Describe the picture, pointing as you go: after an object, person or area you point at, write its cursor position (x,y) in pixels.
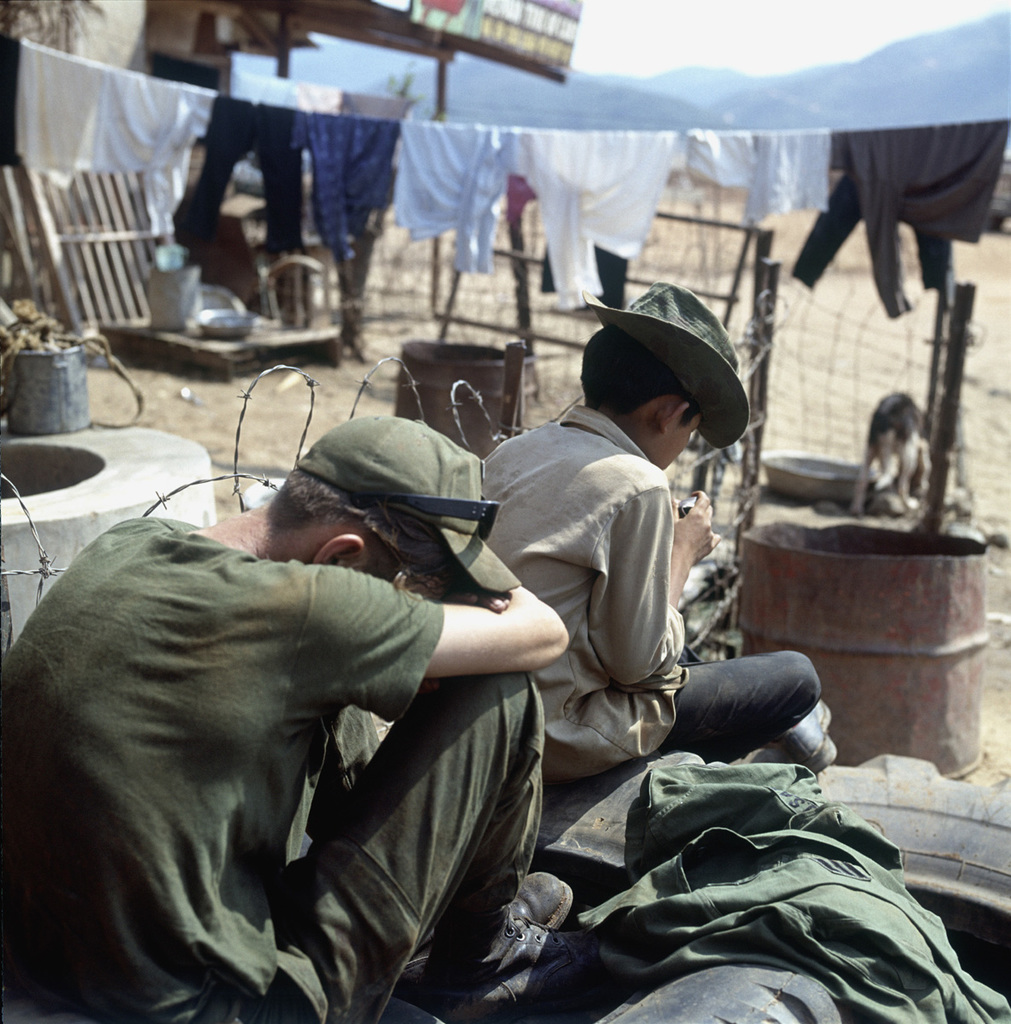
In this image there are two persons (582,533) wearing hats (450,477) in the middle (651,364) and clothes (956,194) hanging on rope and the fence (523,272) and the wheel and a bucket (83,356) and the tent house (253,44) and the hill (692,71) and the sky (807,59) and a dog (881,408) visible on right side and a container (902,633) visible on right side (914,595) and two persons (276,848) sitting on the Tyre (978,874) and there is a cloth (685,821).
